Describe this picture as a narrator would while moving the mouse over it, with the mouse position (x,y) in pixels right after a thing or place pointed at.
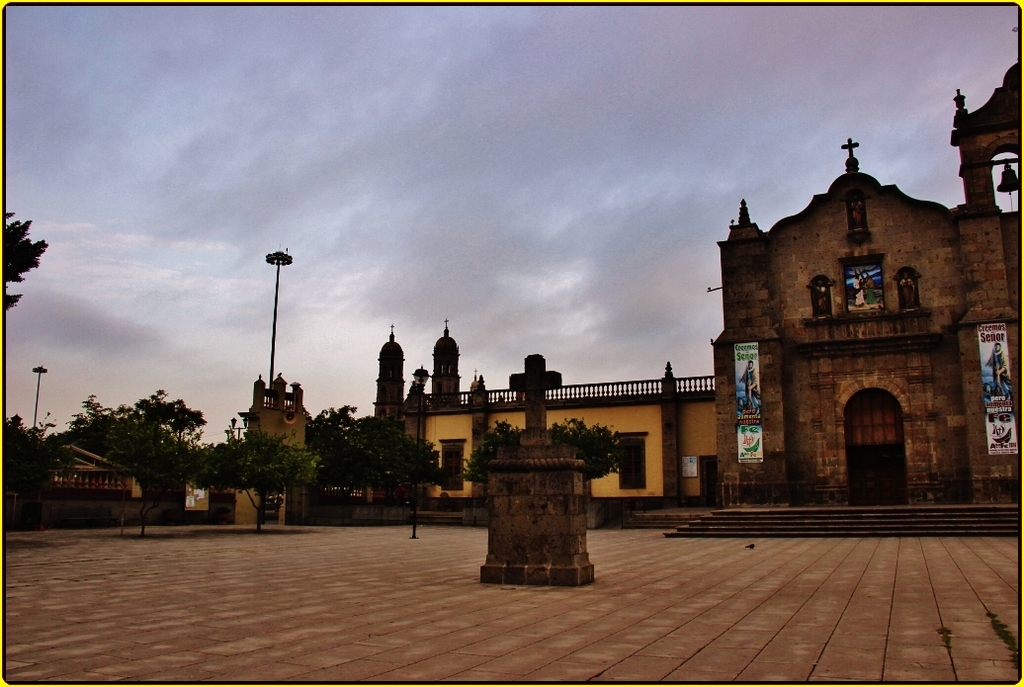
In this image we can see there are buildings (879,362) and pillars (534,518) on the ground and there is the wall (847,311) with posters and bell (1007,183). And there are trees (169,404), light pole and the sky (619,185).
